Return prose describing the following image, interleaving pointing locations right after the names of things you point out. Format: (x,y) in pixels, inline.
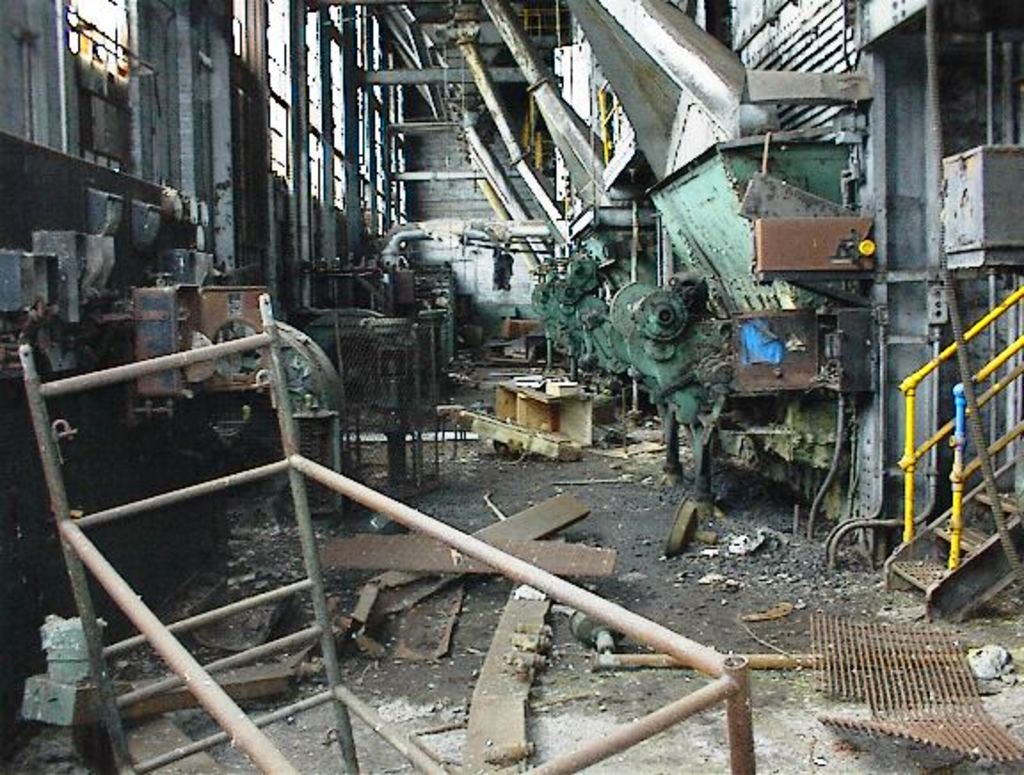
In the image we can see there is a mechanical factory (627,471) where mechanical equipments (750,334) are there and the area (489,624) is very untidy as we can see there are items (427,564) which are thrown on the ground (497,606) like iron mesh (918,704), rod (697,662) and wooden plates (506,538).
